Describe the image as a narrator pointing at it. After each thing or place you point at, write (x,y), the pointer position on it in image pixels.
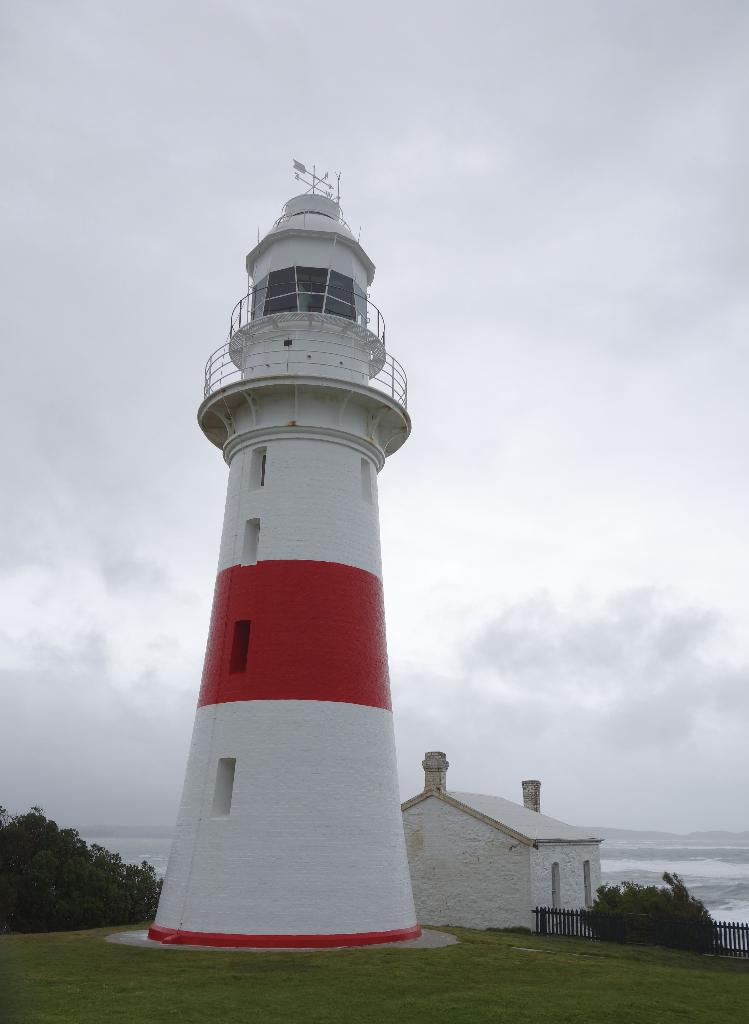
In this picture I can see the grass (68,960) in front (100,1014) and in the middle of this picture (266,478) I can see a lighthouse (327,702), a building (430,852), few trees (39,861) and the fencing (634,924). In the background (707,899) I can see the water (157,864) and the sky (419,617), which is a bit cloudy.
